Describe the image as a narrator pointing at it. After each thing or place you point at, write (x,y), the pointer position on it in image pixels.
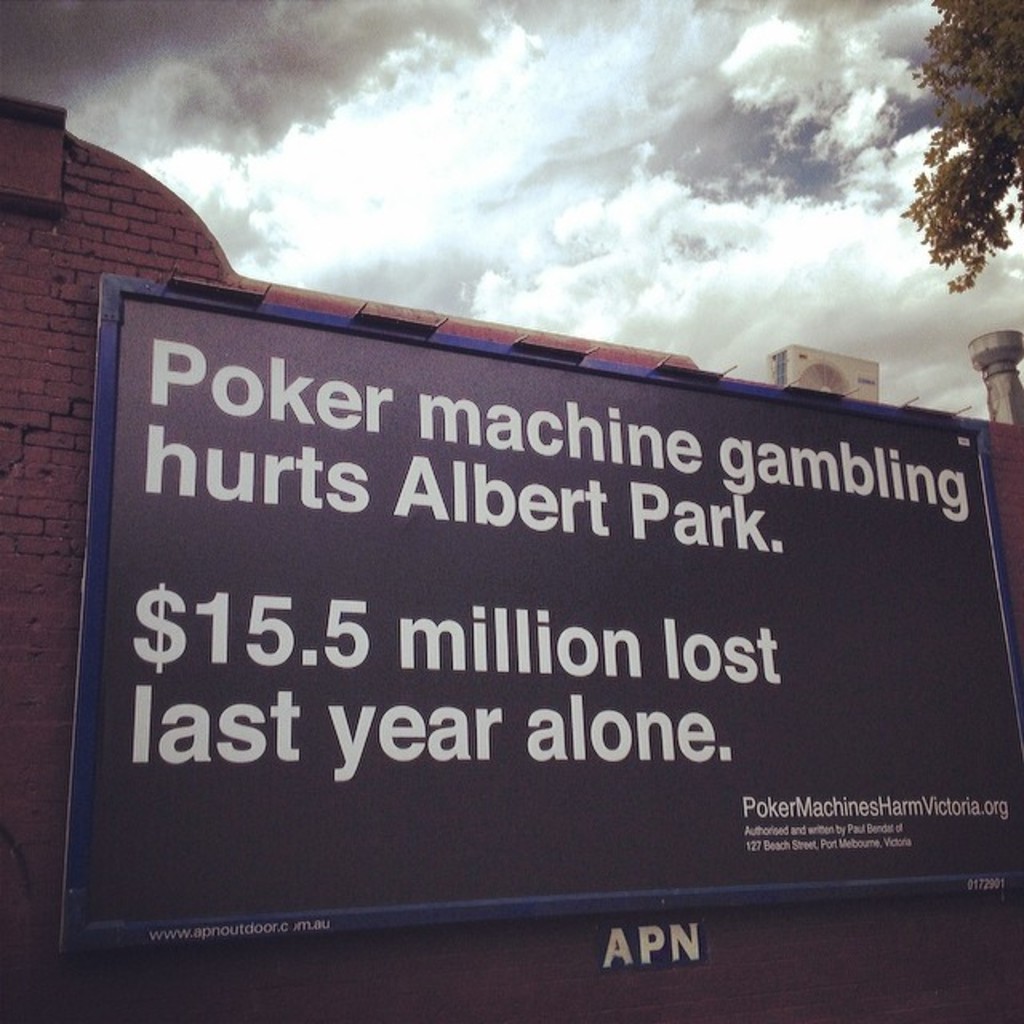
In the foreground of the picture (173,505) there is a board (490,467). On the left (43,492) there is a brick wall (3,617). At the top (949,204) towards right (998,72) there are tree (957,238), air conditioner (809,373) and a pole (1001,353). At the top (543,163) there is sky (616,262).
